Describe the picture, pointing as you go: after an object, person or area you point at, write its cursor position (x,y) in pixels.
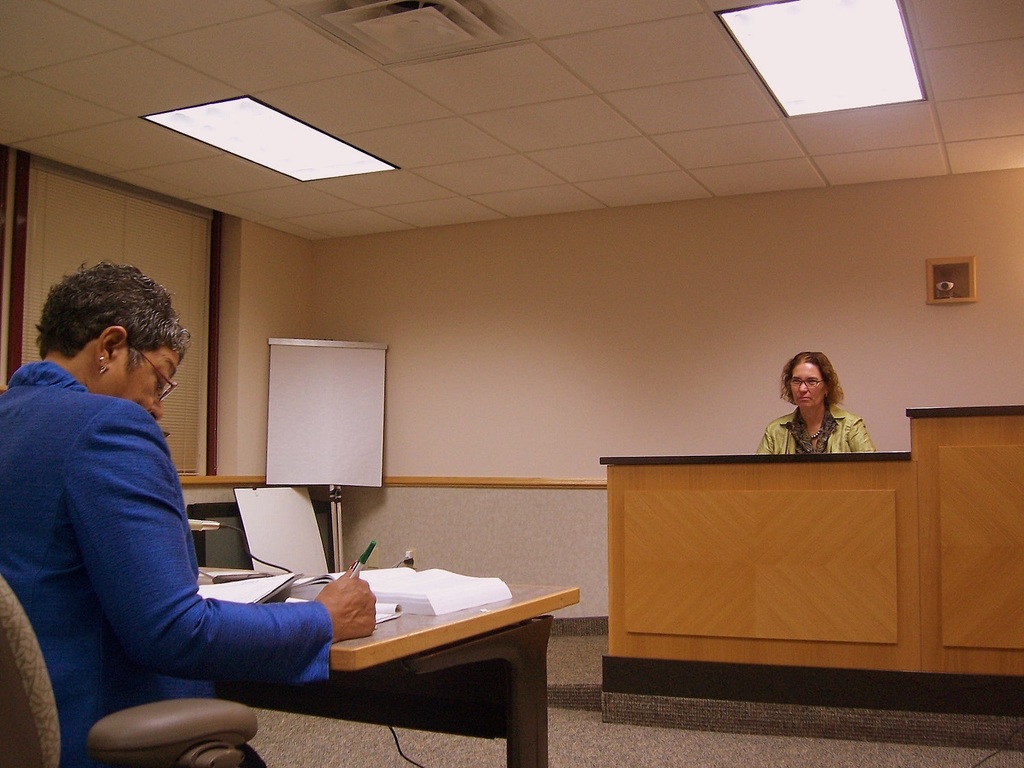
In this image i can see a person (106,350) sitting and writing in a book (386,578) on a table (402,641) at the back ground (828,380) i can see a woman (820,361) sitting, a board (360,416), wall (432,279) at the top (282,140) there is a light (278,144).
